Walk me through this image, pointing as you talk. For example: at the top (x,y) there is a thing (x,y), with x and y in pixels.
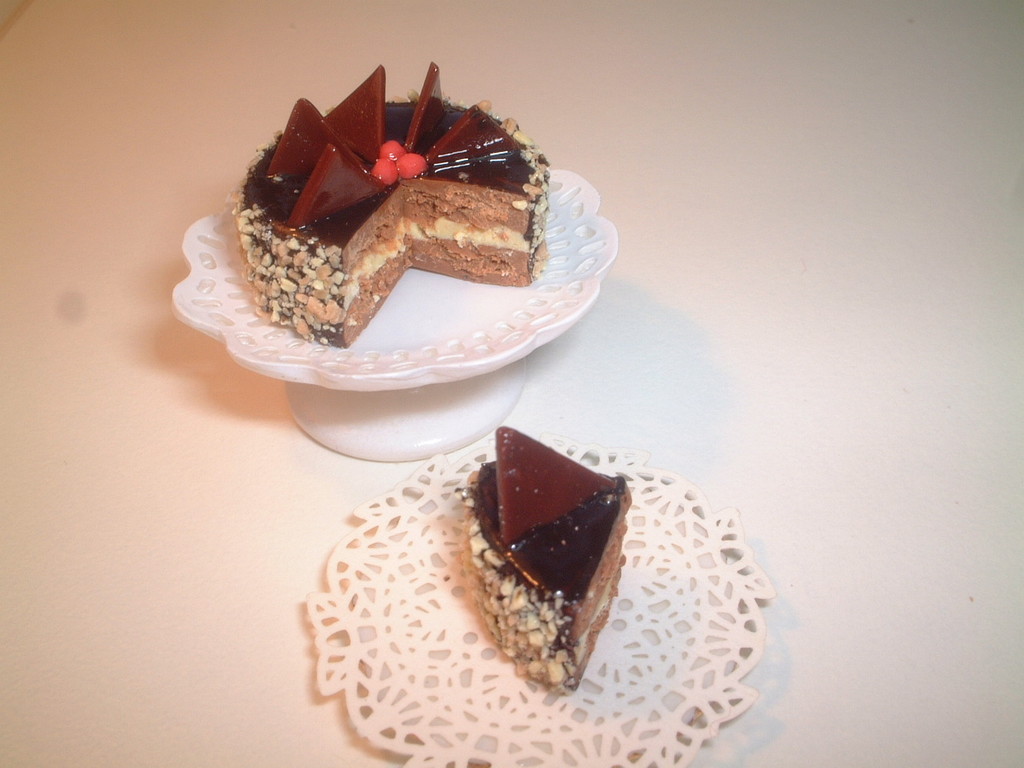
In this picture, we see a white color cake stand (407,364) on which chocolate cake (361,278) is placed. Beside that, we see a plate (470,663) or a tray (498,669) on which a piece of cake (608,566) is placed. In the background (716,399), it is white in color.
